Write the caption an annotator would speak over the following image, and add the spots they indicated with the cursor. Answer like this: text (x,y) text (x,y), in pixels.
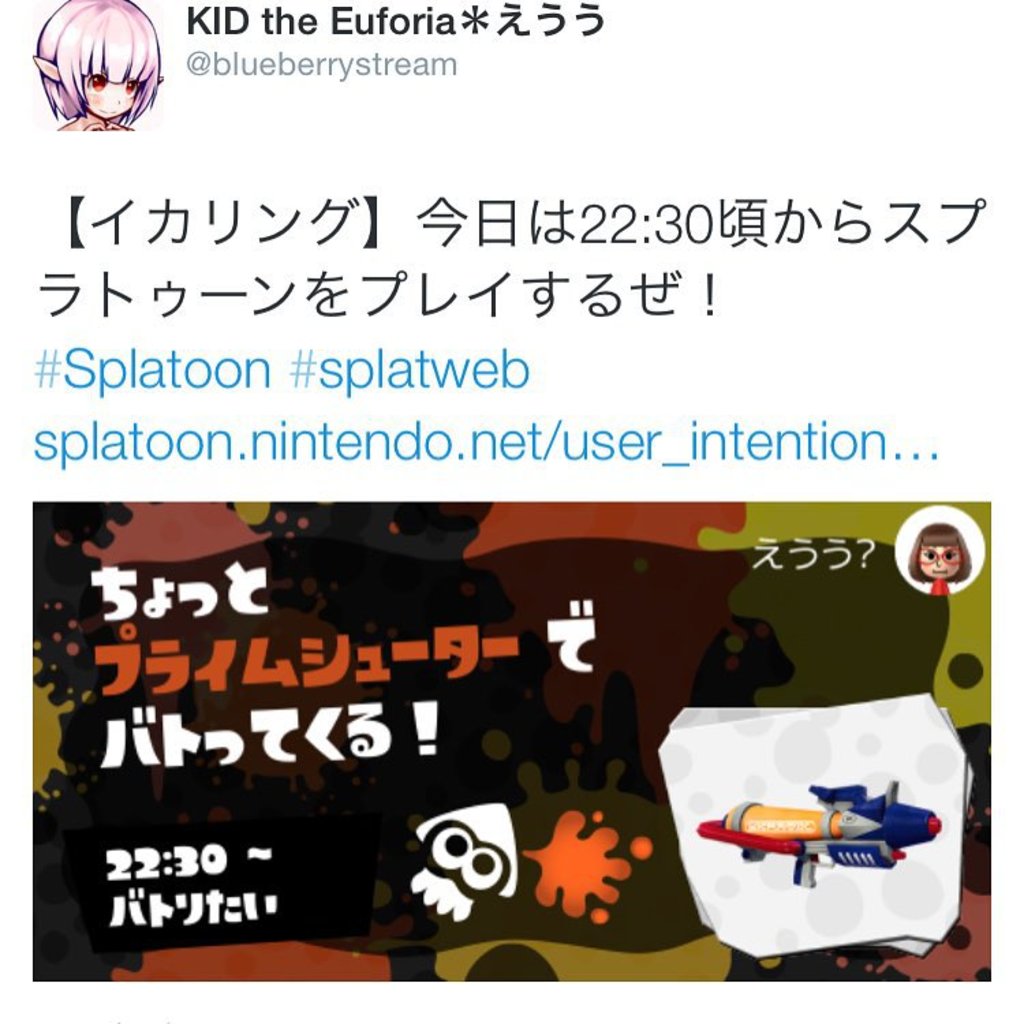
This is a cartoon image, in this image there is some text (760,426) and a cartoon picture (907,617).
